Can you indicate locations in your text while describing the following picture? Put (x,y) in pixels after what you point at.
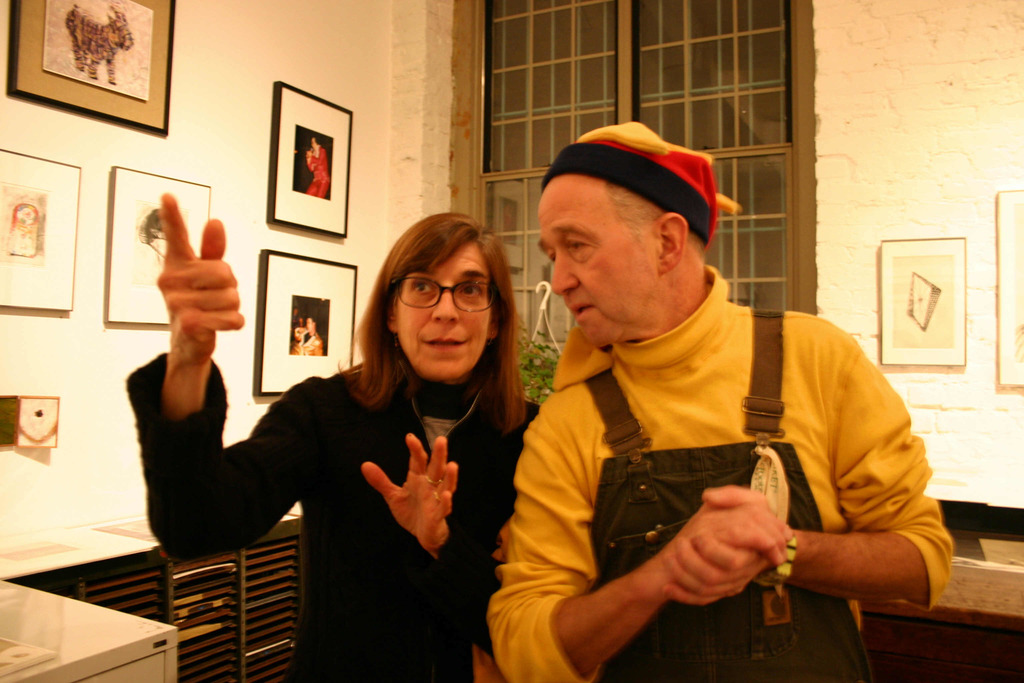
In the picture we can see a man (688,564) and woman (182,309) standing together and woman (406,677) is explaining something to the man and man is listening to her, woman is wearing a black dress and man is wearing a yellow T-shirt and cap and in the background (22,476) we can see a wall (961,190) with a window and glasses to it and besides we can see some photo frames (137,184) and some images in it.
